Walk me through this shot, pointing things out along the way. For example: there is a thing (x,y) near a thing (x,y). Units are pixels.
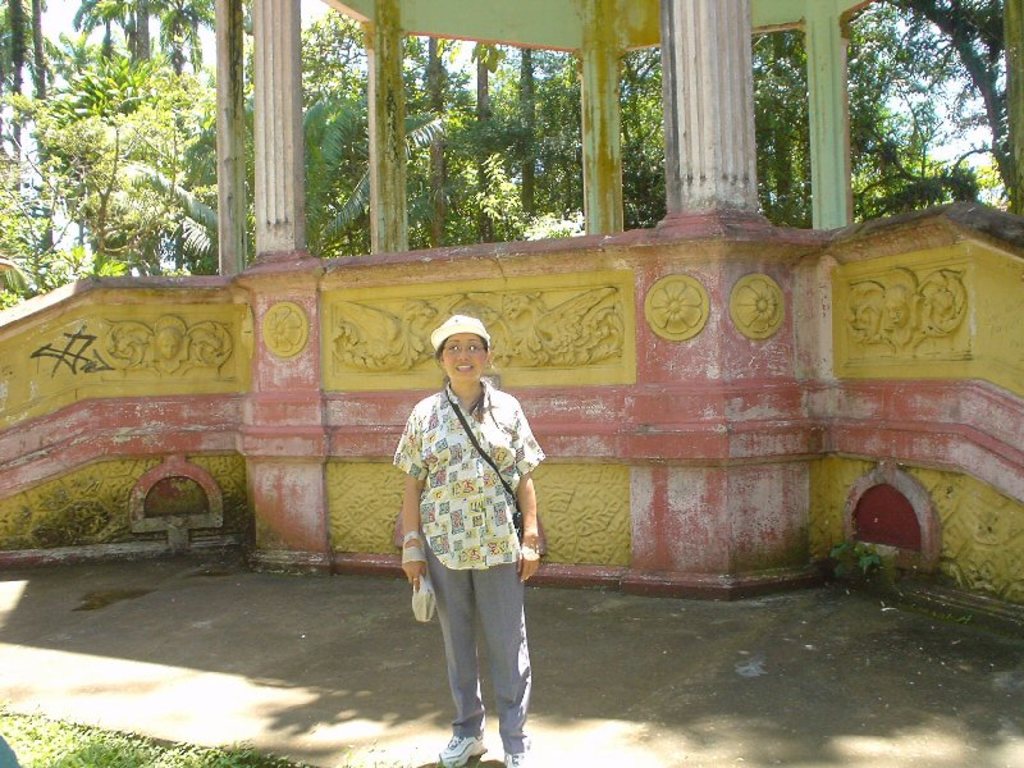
In the middle of the image (463,433) there is a woman (467,550) wearing a bag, holding an object (426,599) in the hand (418,574), standing on the ground (387,722), smiling and giving pose for the picture. At the back of her there is a wall (585,402) and also I can see few pillars (596,141). In the background (161,137) there are many trees (874,162). In the bottom left (70,744) there is grass (73,744).
